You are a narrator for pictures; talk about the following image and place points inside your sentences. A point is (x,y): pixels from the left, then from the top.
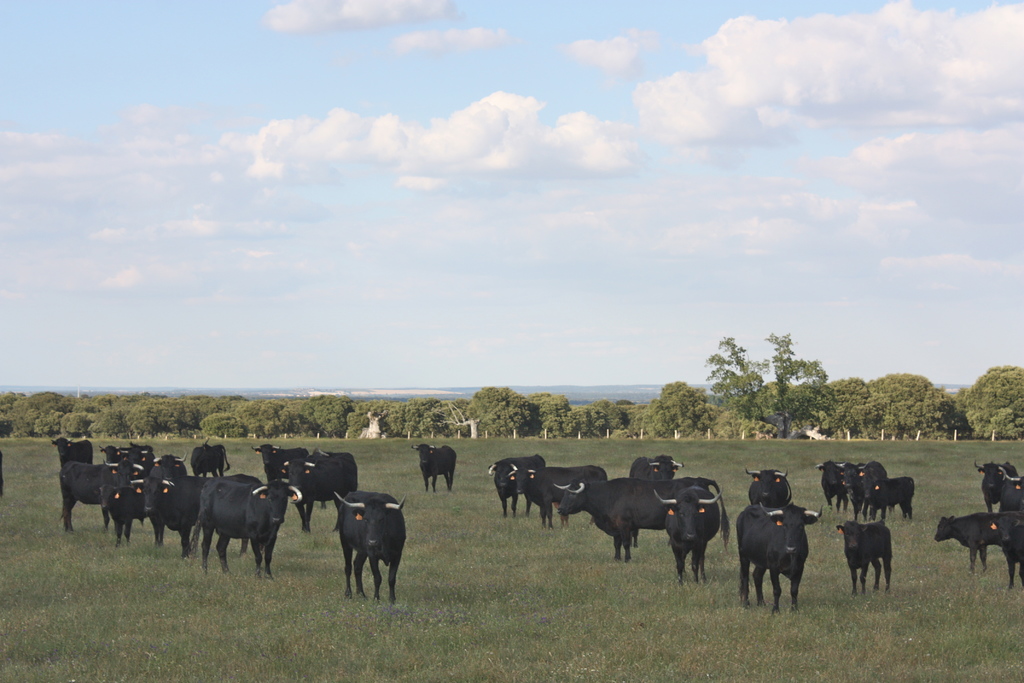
In this picture we can see some black color oxen (774,511) standing here, at the bottom (449,576) there is grass (585,618), we can see some trees (873,404) in the background (867,393), there is the sky (519,142) at the top of the picture (507,119).
